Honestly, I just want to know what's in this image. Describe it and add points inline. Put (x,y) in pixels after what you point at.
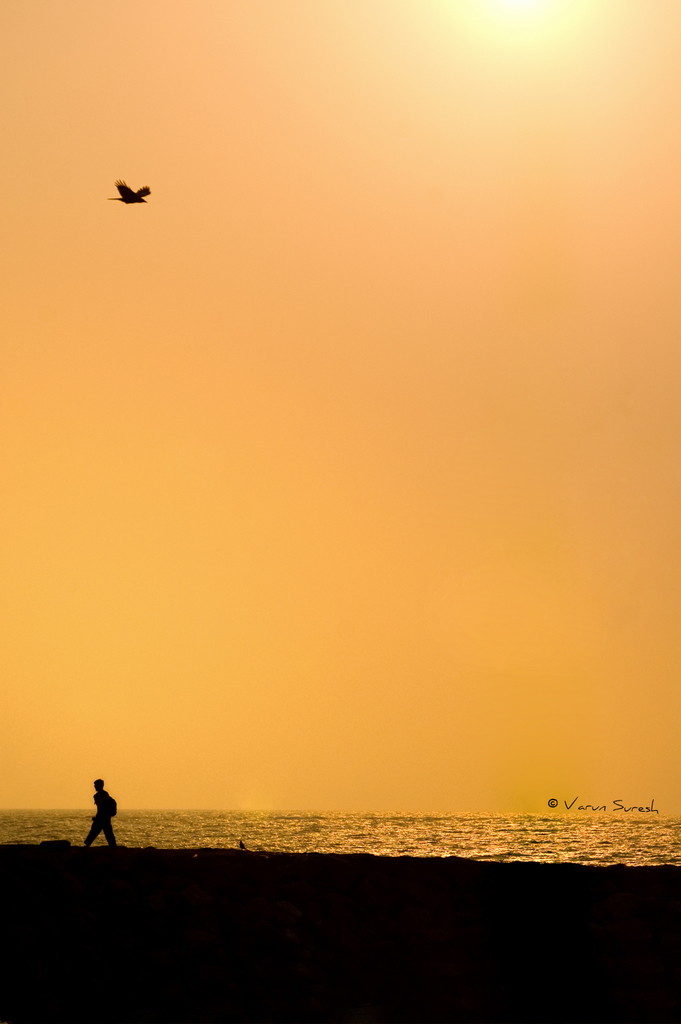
In the picture we can see a person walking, there is water (656,847) and top of the picture (139,199) there is a bird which is flying and there is yellow color sky (132,212).
